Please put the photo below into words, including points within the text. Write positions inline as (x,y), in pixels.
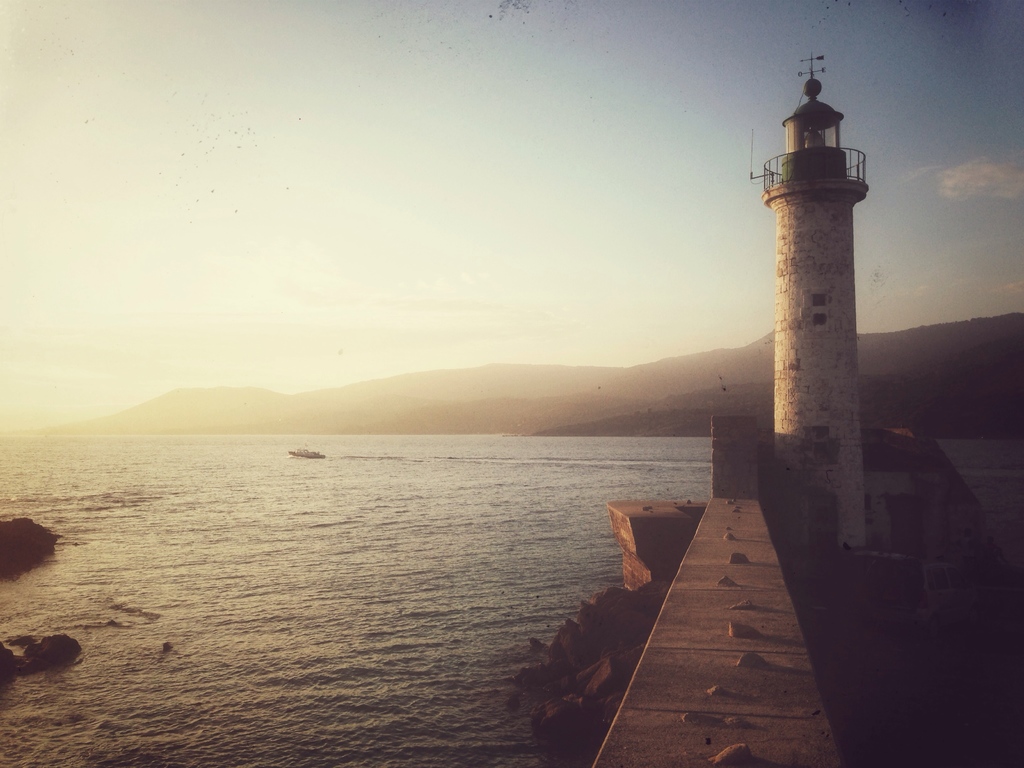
In this image we can see sea (355,539), hills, sky (572,96), lighthouse (819,327) and rocks (609,624).
